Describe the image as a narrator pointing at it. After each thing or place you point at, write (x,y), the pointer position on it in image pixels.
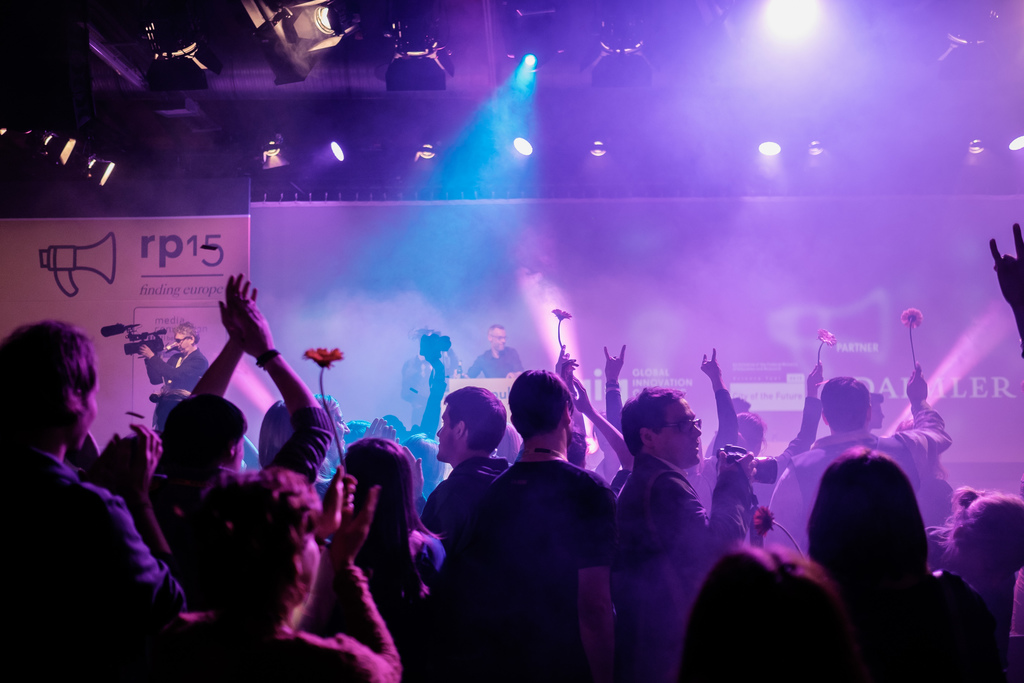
In the image there are many people (550,482) standing. There are few people (268,494) holding flowers (332,363) in their hands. In the background (190,371) there is a man (476,368) standing behind the podium (503,382) and also there is another man (177,367) standing and holding a video camera (152,346) in his hands (152,353). Behind them there is a poster (99,252) and also there is a screen (863,355). At the top of the image (427,64) there are lights (415,70).
